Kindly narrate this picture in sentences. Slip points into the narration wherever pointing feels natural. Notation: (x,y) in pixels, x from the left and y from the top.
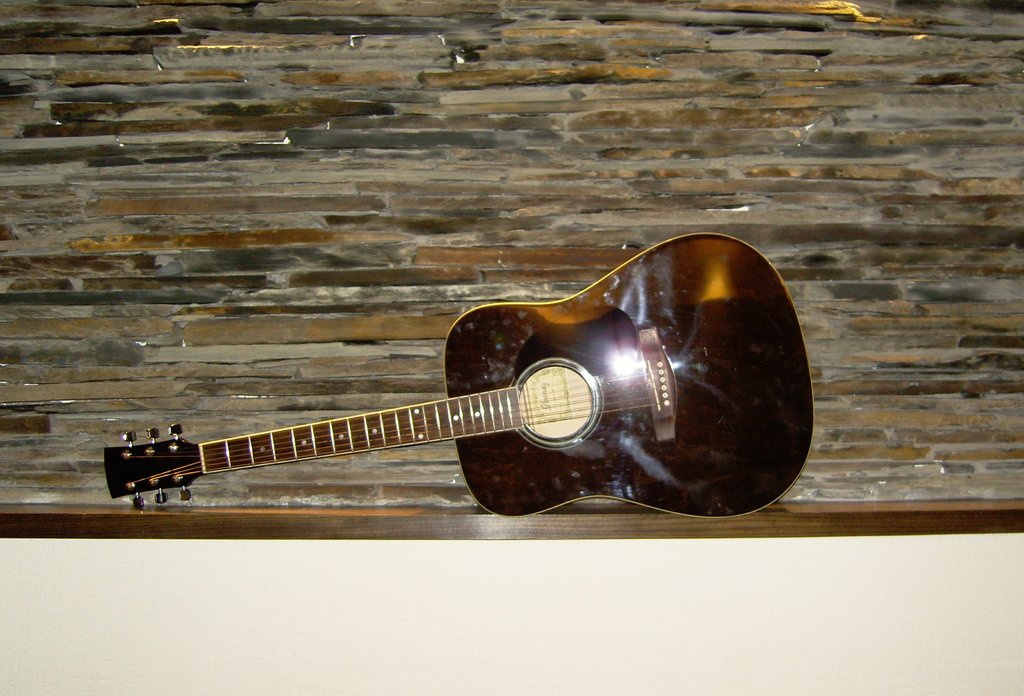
In this picture we can see guitar (744,349) placed on a wooden rack (326,531) and in background (577,118) we can see wall (338,106).
